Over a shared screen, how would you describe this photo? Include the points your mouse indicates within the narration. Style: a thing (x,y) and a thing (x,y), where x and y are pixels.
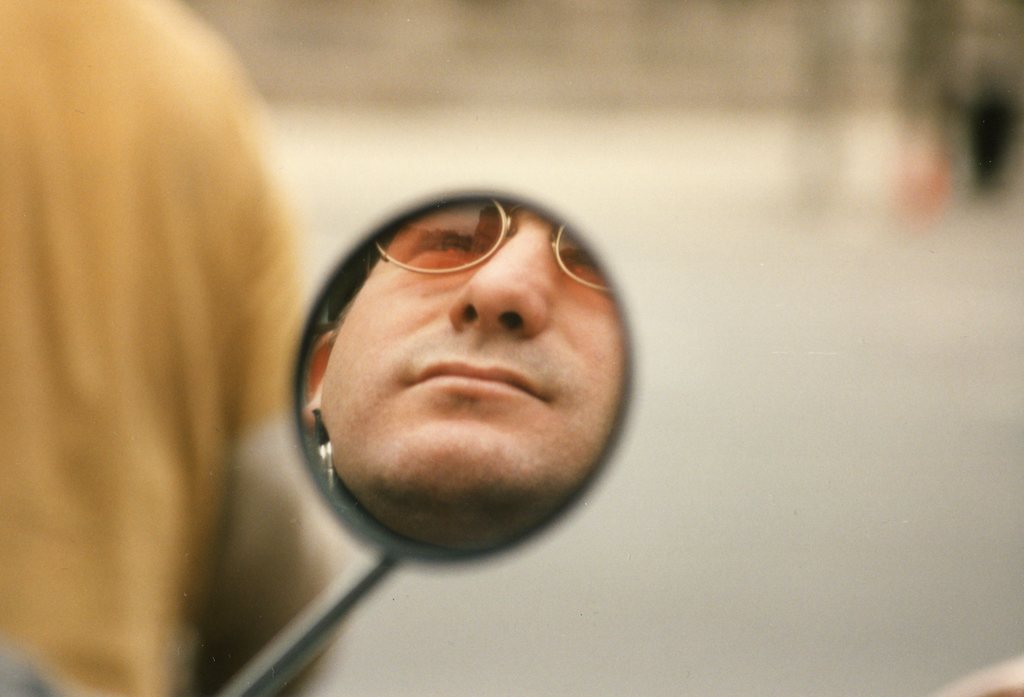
There is a face (411,381) of a person (448,378) in the mirror (458,294) as we can see in the middle of this image (438,357). It seems like there is one person (142,355) on the left side of this image (188,356).
